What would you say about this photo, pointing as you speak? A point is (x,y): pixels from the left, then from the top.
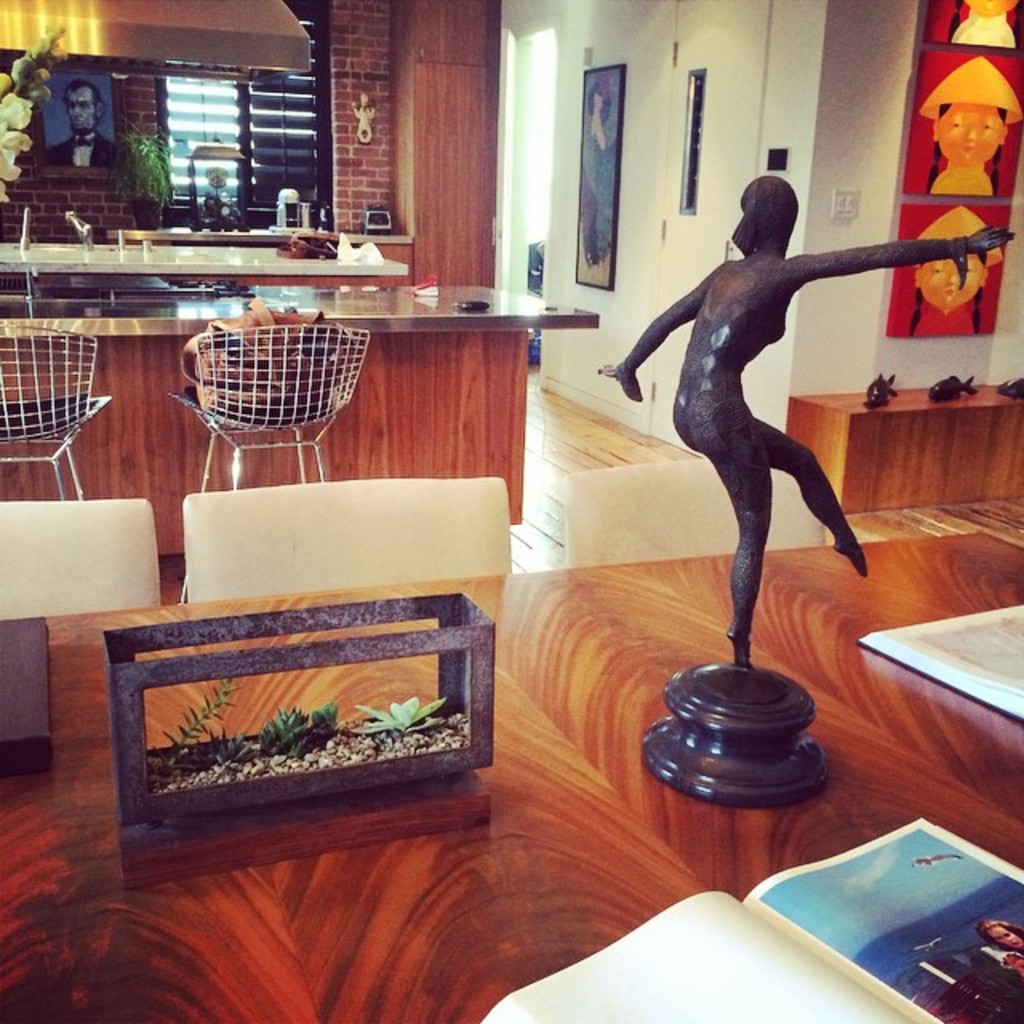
There is a table (199,277), kitchen (195,261) and chairs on the left side (190,239). There is a another table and statue (799,702) on the right side (808,691). There is a table (870,791) in the center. We can see in the background (345,126) photo frame (924,128), wall (853,292), socket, lights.
